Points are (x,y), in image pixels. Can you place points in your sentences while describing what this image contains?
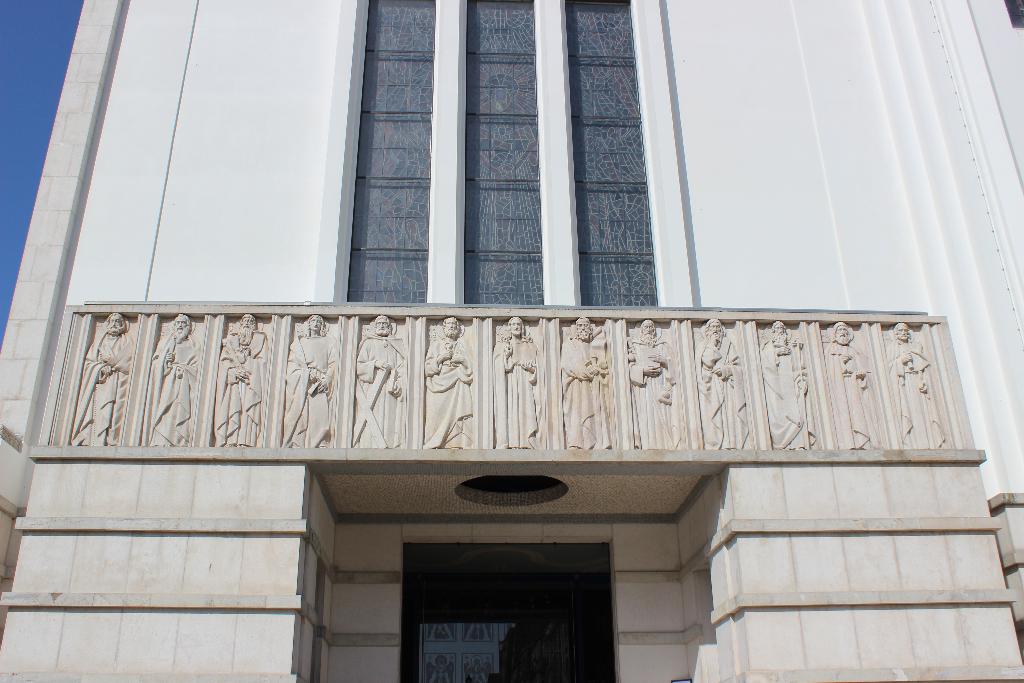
This is a building (433,85) and we can see glass doors (597,661), sculptures (847,382) on the wall (631,555) and sky (55,65).
